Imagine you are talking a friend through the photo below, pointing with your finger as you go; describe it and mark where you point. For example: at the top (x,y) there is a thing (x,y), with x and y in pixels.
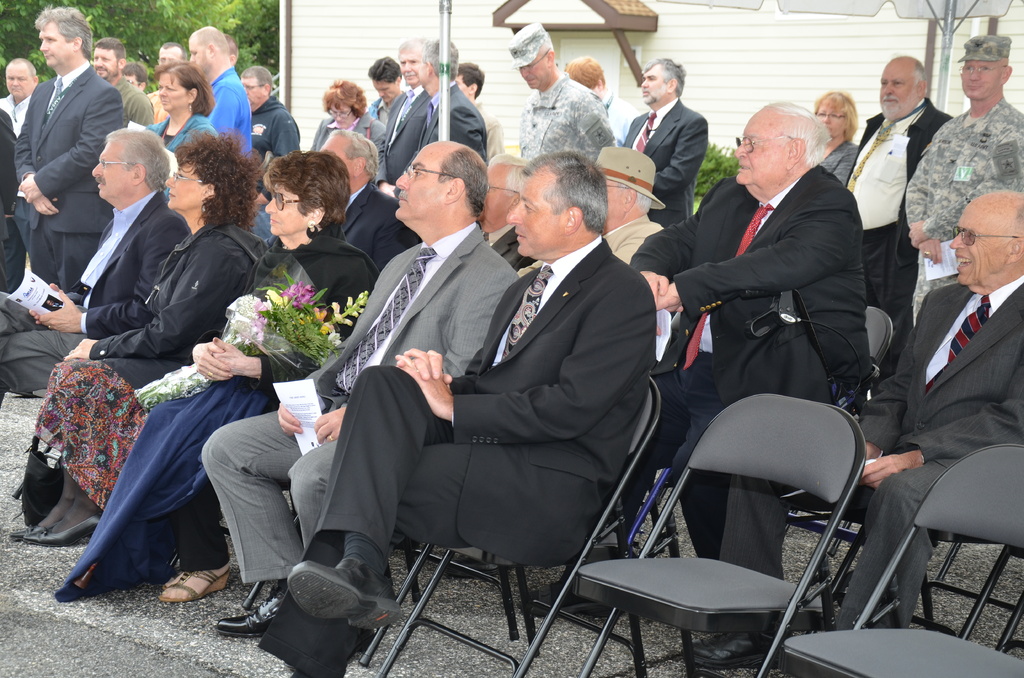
In this image, group of people (614,263) are sat on the black chairs (683,592). Here a woman (315,276) is holding a bouquet (265,351), few are holding papers (56,305). At the background (384,84), we can see so many peoples (460,113) are standing, plants (718,166), wall (702,54), rod (447,30). Trees (211,16) on the left side (183,13).
